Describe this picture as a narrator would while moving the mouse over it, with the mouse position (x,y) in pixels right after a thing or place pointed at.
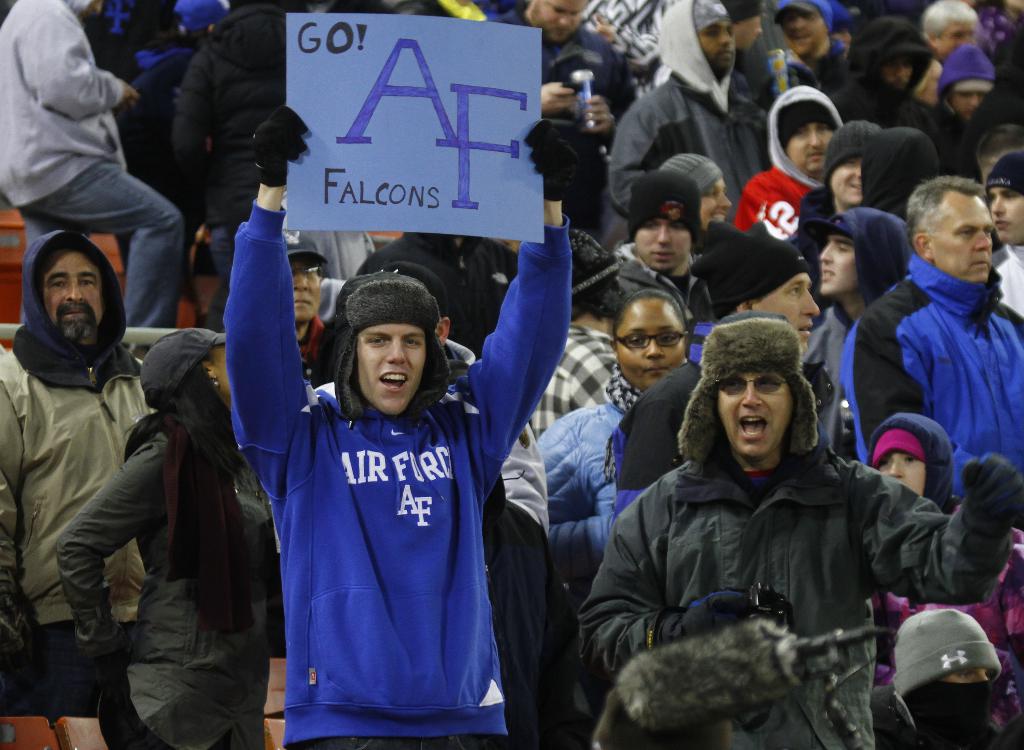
In this picture we can see some group of people (486,274), among them one person (285,486) is holding a board (374,203).
